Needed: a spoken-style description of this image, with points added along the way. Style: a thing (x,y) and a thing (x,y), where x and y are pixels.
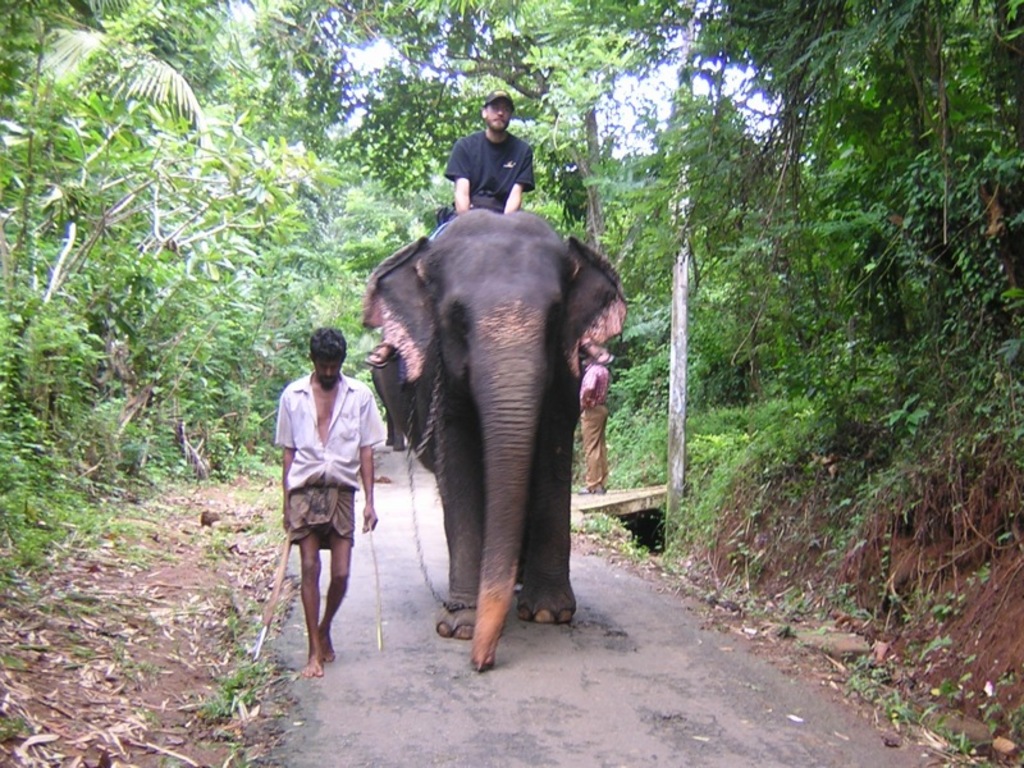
The person (511,151) wearing black shirt (504,171) is sitting on an elephant (505,321) and there is another person (330,438) standing in front of it and there are trees (395,170) behind him.
